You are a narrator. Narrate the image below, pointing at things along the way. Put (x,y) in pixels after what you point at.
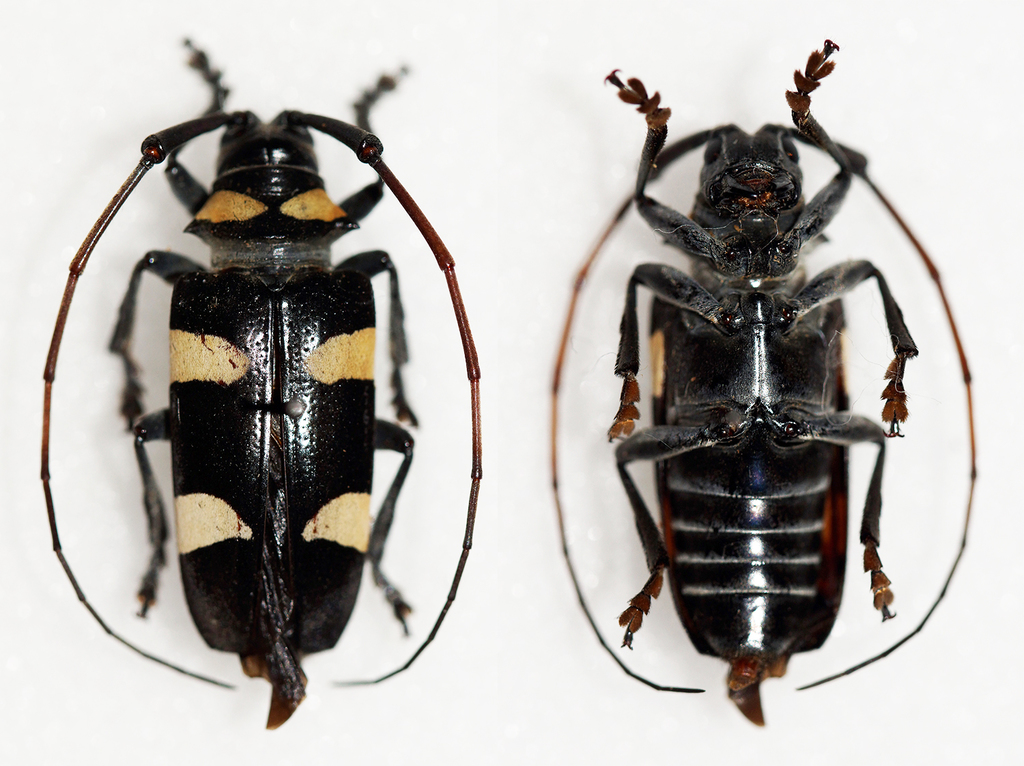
In this picture on a white surface (814,697) we can see two longhorn beetles (794,652).
